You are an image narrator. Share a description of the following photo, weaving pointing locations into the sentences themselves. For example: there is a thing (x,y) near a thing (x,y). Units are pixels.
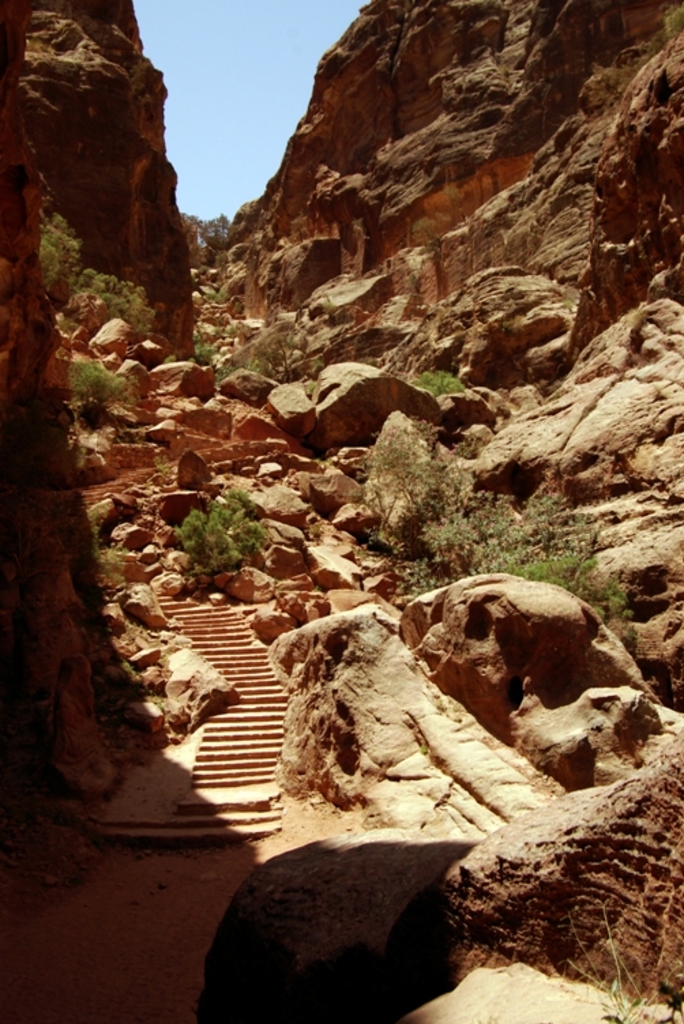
In this picture we can see a hill (450,235) on the right side (517,207), there are some rocks (523,656) and stones (221,392) at the bottom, we can see plants (133,315) in the middle (434,548), we can see the sky (253,55) at the top of the picture (260,50).
